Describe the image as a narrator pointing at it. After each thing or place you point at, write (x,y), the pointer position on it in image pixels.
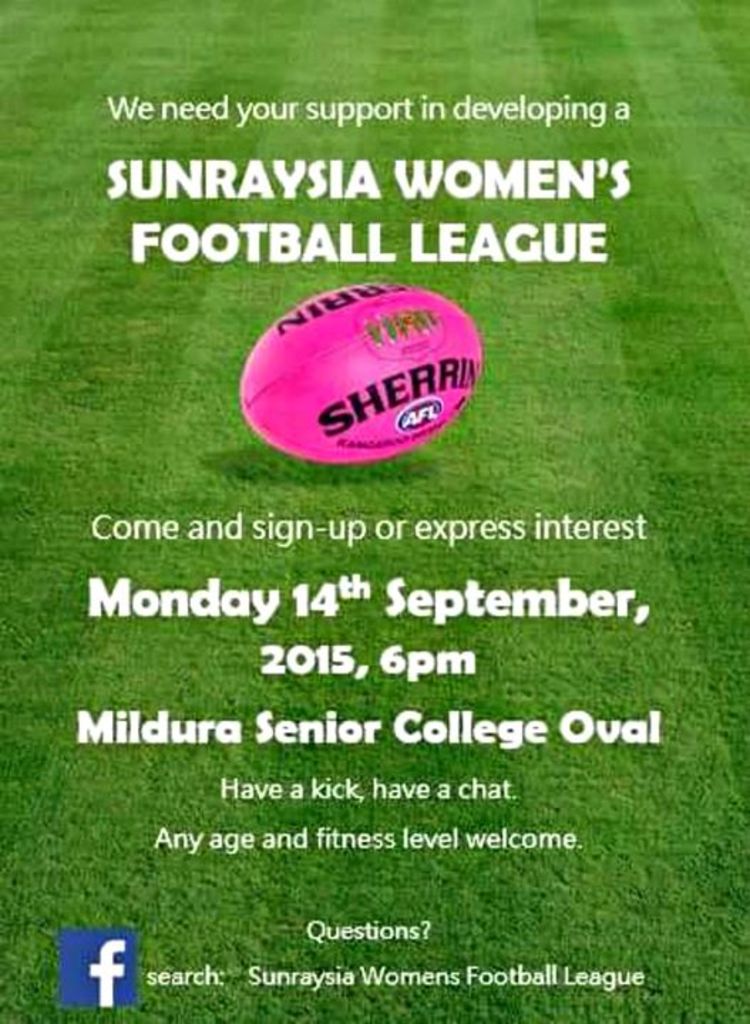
There is a pink color ball (368,389) placed on a greenery ground (522,435) and there is something written above and below it.
